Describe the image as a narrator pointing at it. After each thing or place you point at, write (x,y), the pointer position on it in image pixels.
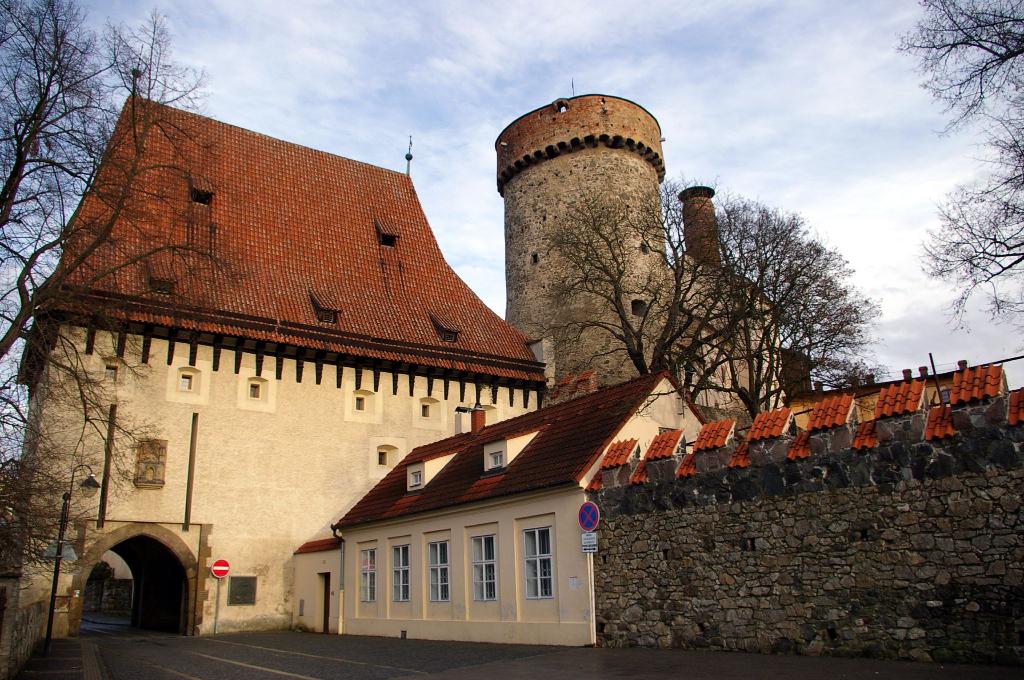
In this image, I can see a building (315,449) and the trees (790,318). At the bottom of the image (339,655), this is a road (462,645). In the background (330,52), there is the sky (852,111).
